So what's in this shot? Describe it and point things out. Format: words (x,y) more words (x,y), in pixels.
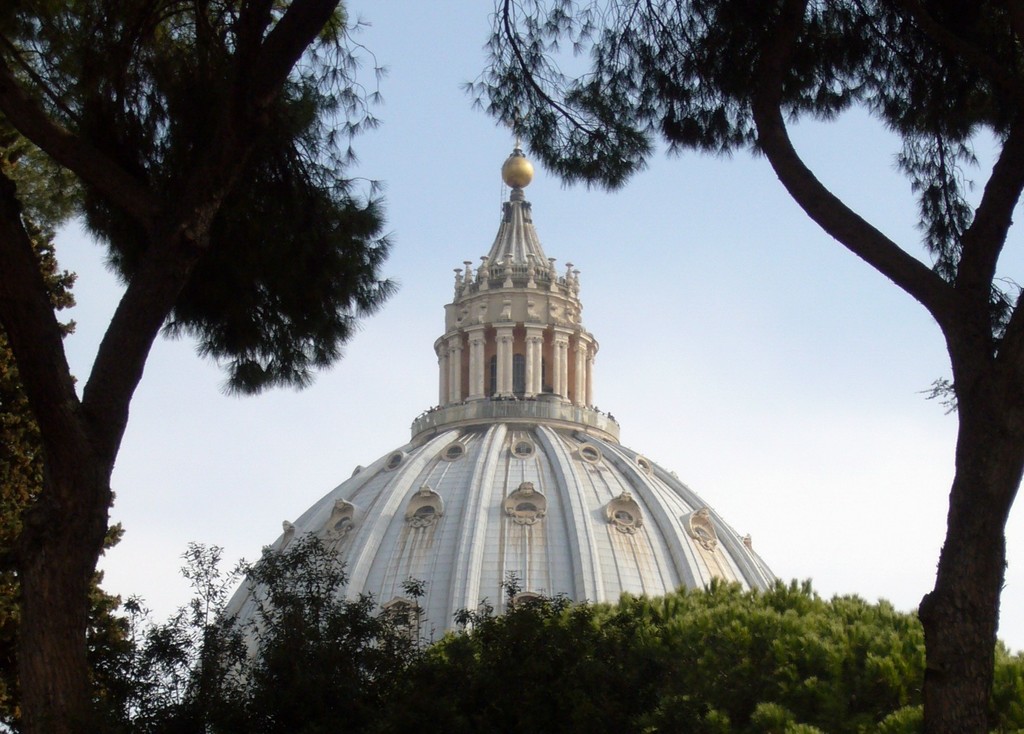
In this image we can see a building (431,487), here are the trees (82,154), here are the plants (817,643), at above here is the sky (703,283).
